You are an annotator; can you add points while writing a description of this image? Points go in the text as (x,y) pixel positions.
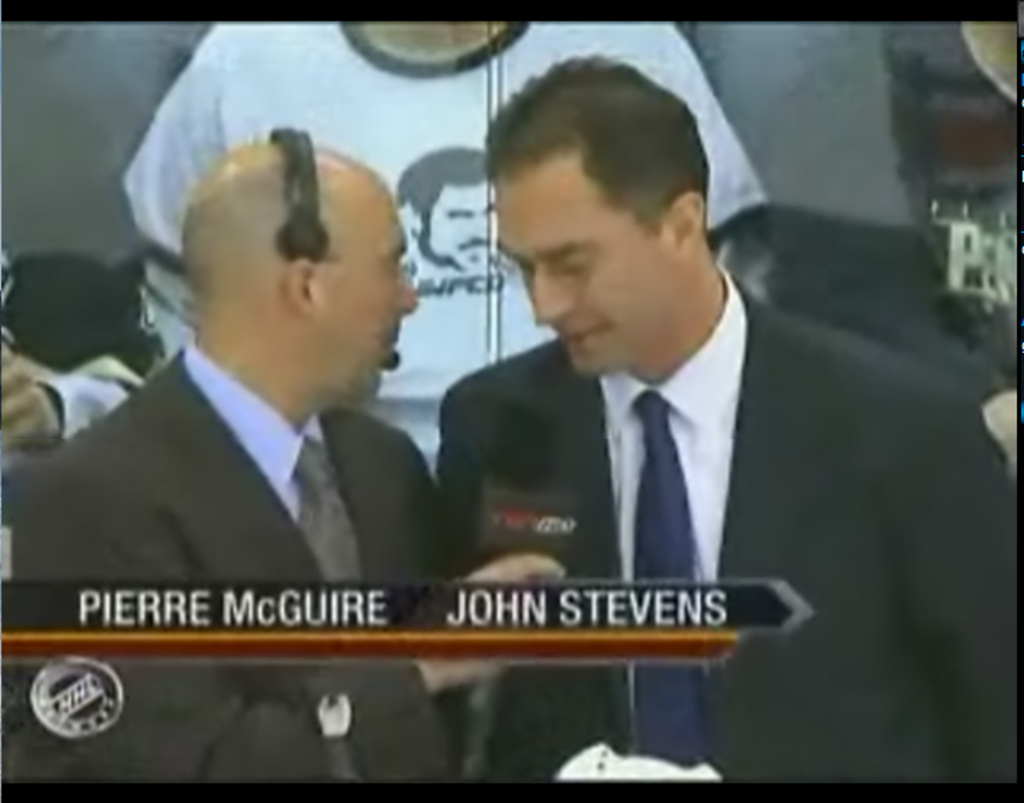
Here we can see two men (826,414) and they are in suits (196,500). In the background (952,147) we can see people (910,73).
